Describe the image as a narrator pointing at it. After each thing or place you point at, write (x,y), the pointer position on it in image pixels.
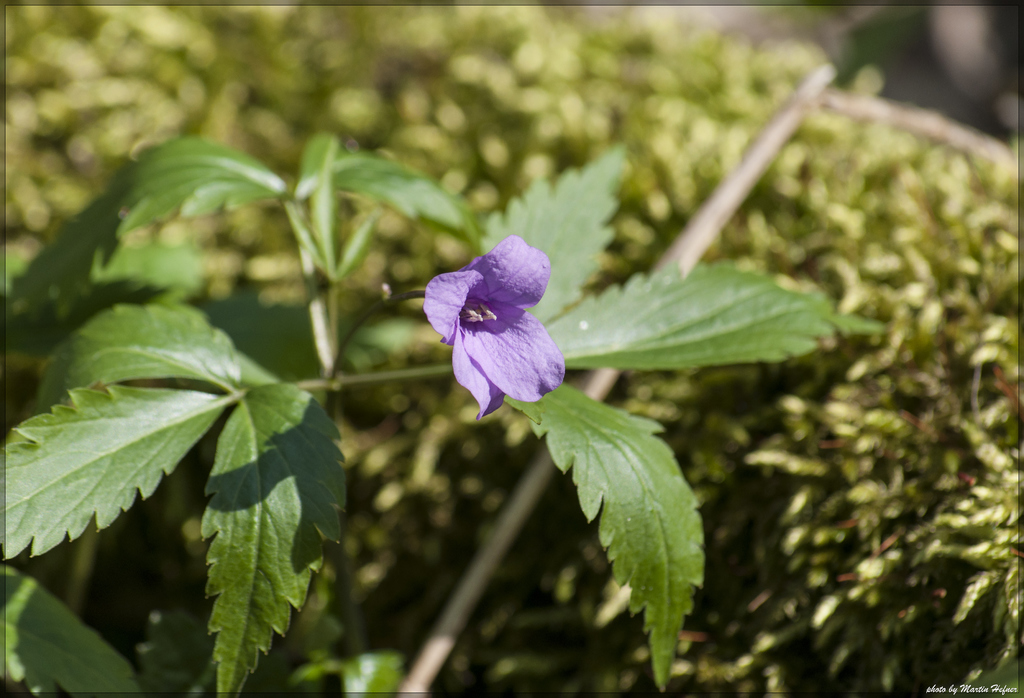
In this picture I can observe violet color flower (469,318) to the plant (215,380). I can observe a stick (607,370) and some plants (241,75) in the background (609,251).
